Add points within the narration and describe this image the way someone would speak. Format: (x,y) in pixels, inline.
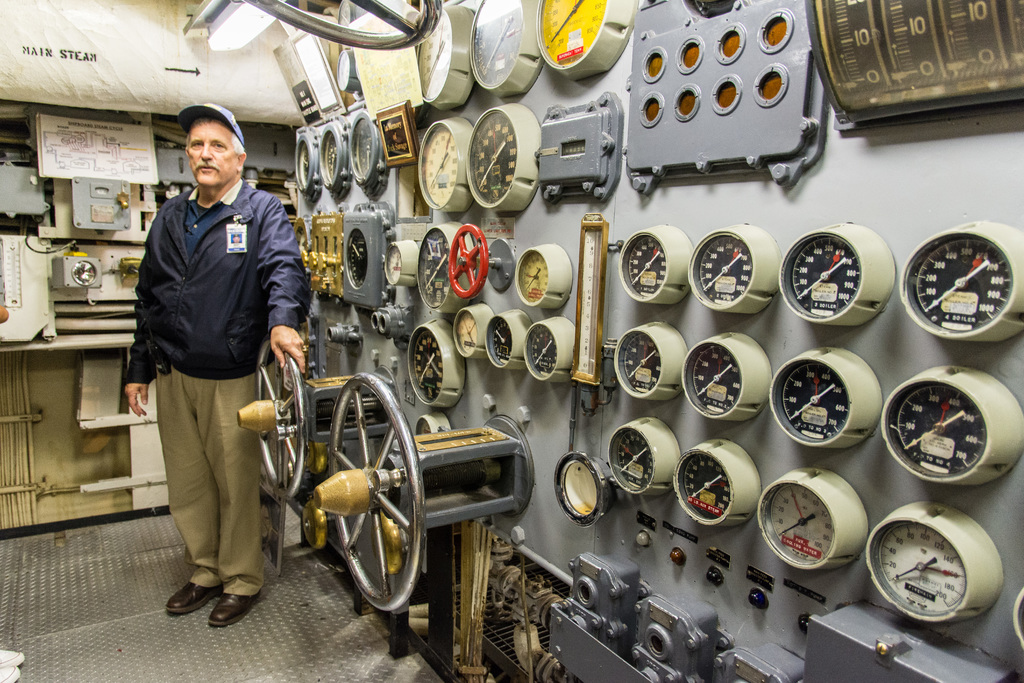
This image consists of a man (212,321) wearing blue jacket (233,301). It looks like it is clicked in a ship (15,217). At the bottom (118,634), there is a floor (122,615). To the right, there is a steering (322,497).
